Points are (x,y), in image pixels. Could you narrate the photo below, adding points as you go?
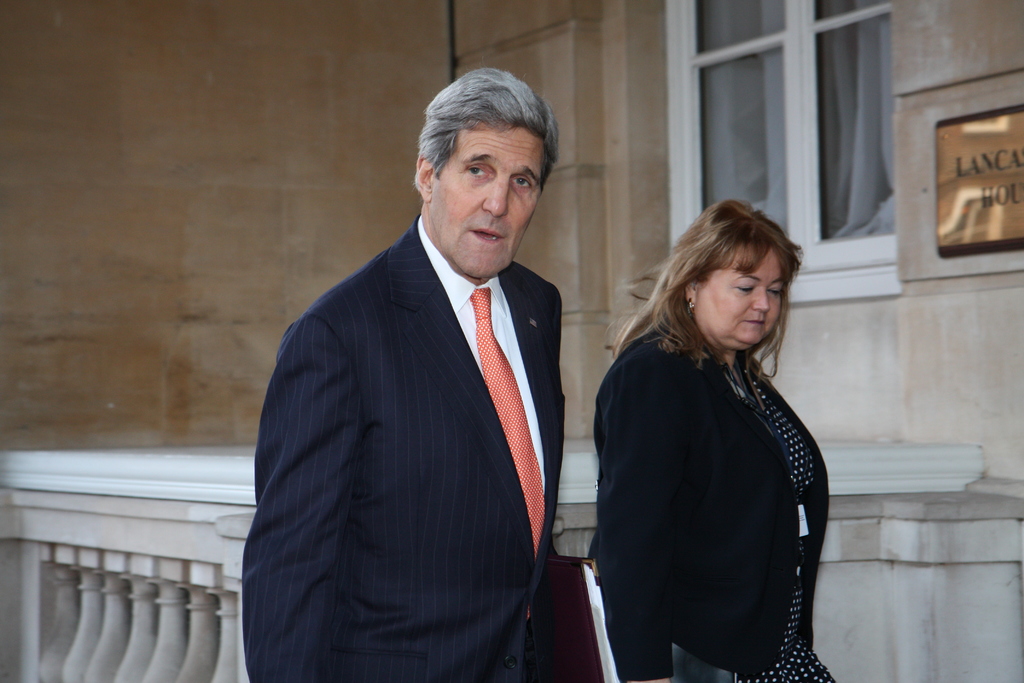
In this image I see a man (452,185) who is wearing suit (257,666) and I see that he is holding a white and brown color thing (582,594) in his hand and I see a woman (638,511) over here who is wearing blue and white color dress (797,435). In the background (546,18) I see the wall (994,261), a window (879,255) and on this board (946,171) I see words (959,168) written.
